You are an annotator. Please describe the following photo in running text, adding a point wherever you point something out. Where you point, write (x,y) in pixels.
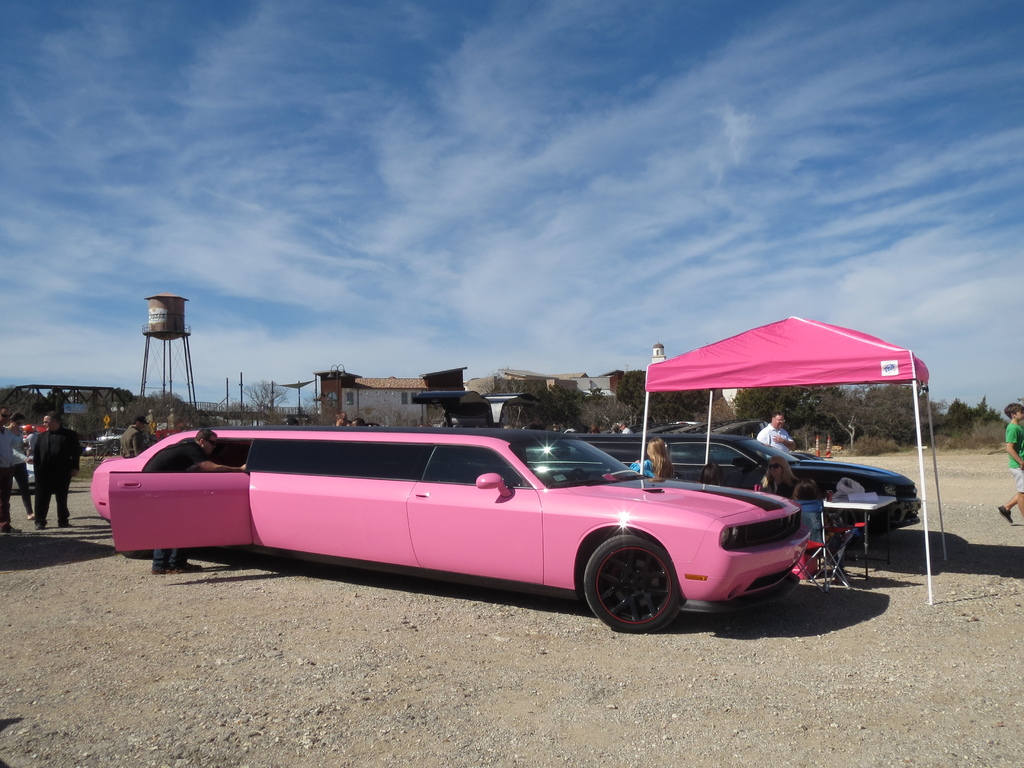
In this picture there is a big pink color car (398,555) parked on the ground (511,605). Behind there are two more cars (705,449) are parked. Beside there is a pink tent shed (652,377) and on the left side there is a water tank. In the background (523,409) we can see some trees (161,400) and houses (390,387).
